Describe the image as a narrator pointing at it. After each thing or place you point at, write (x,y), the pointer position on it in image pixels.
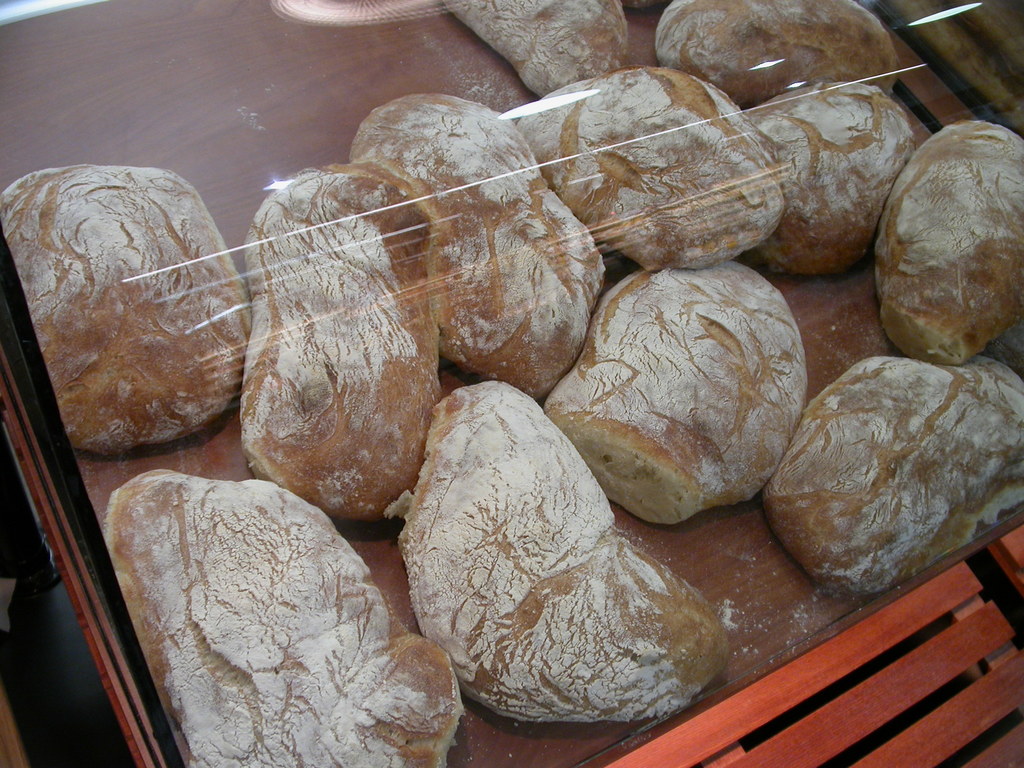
In this image in the center (357,448) there are some food items (536,536), and at the bottom (742,568) there is a table (931,666).
